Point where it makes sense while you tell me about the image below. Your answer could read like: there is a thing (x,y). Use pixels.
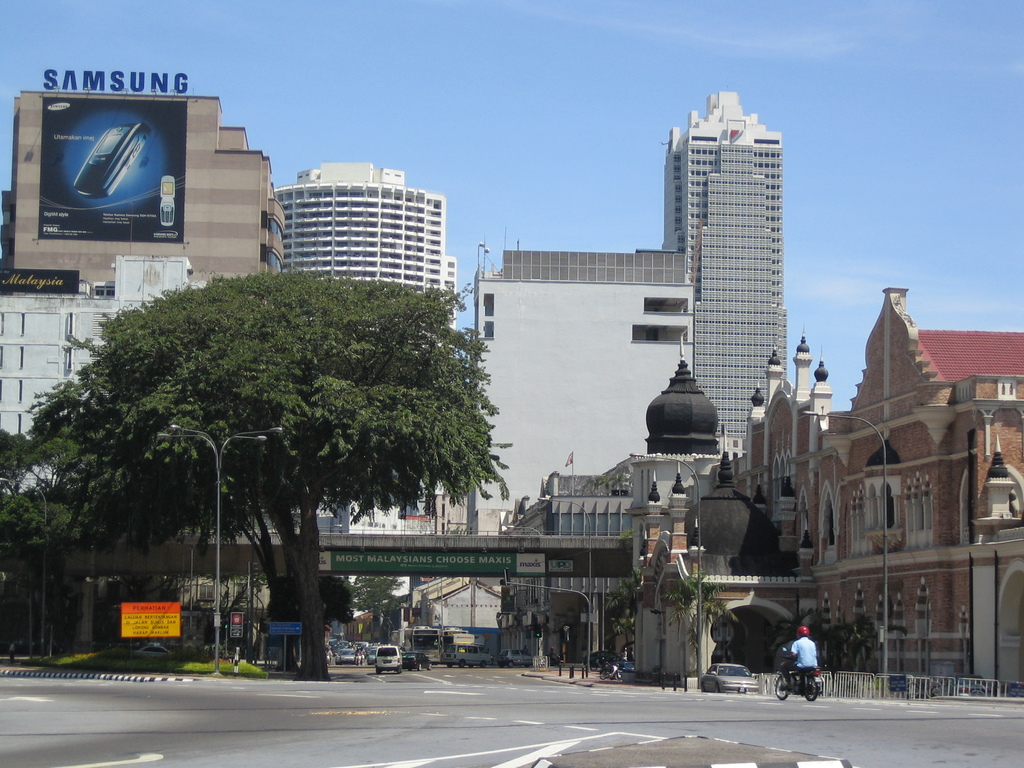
In this image there is a road (385,697) in the middle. On the road (384,679) there are vehicles (378,656). In the background (411,233) there are tall buildings (416,209) one beside the other. On the left side (88,150) there is a hoarding (119,179) on the building (85,159). There is a big tree (303,594) on the footpath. In the middle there is a bridge (492,546). On the footpath (67,673) there is grass (144,661) and a board (148,629) on it.
